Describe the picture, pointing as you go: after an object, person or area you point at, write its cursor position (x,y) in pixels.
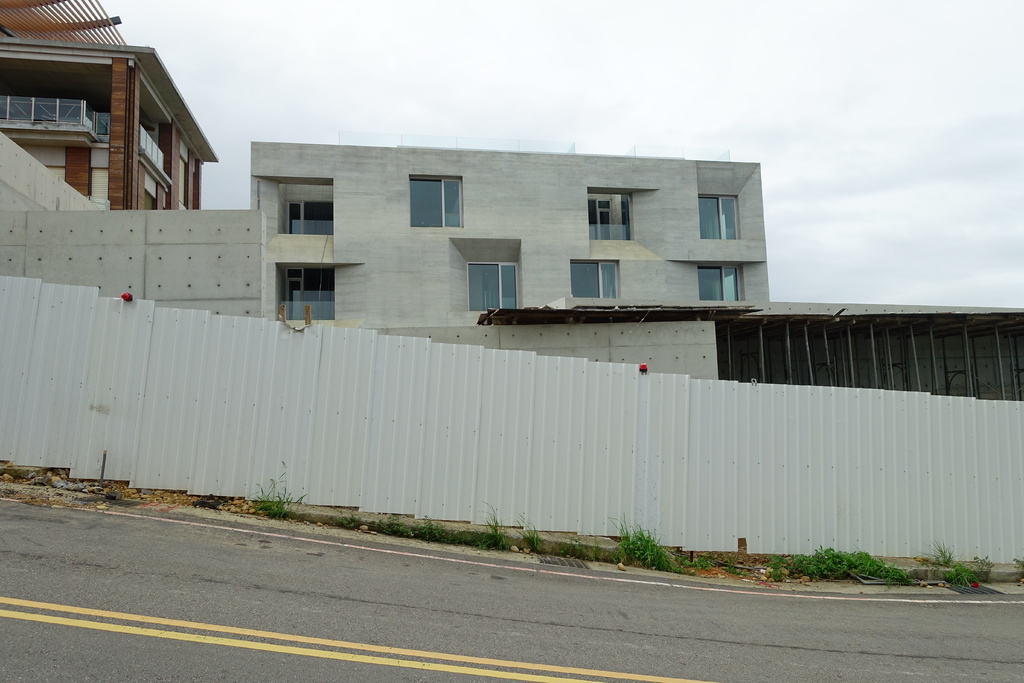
In this image there are buildings (614,233). At the bottom (865,505) we can see a sheet (855,495) and a road (453,608). There is grass (652,551). In the background (775,102) there is sky (505,43).
